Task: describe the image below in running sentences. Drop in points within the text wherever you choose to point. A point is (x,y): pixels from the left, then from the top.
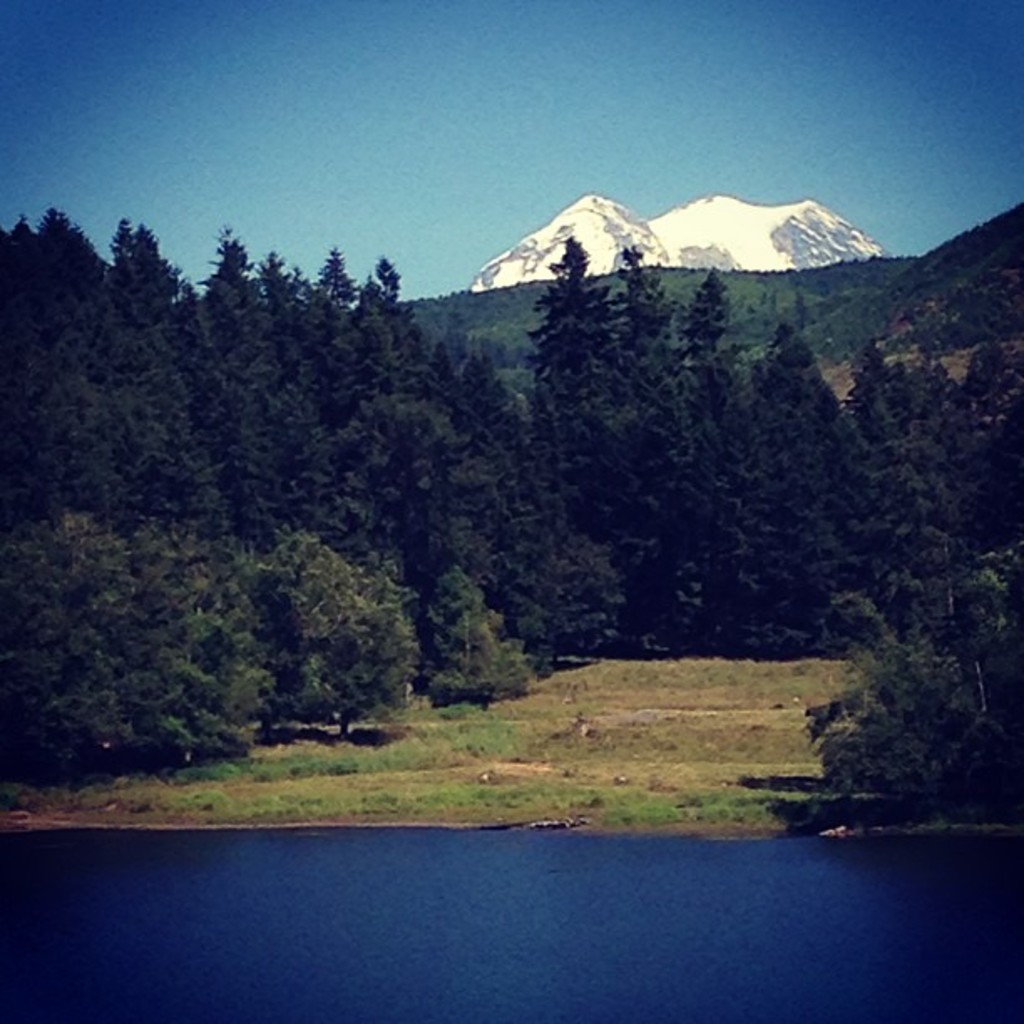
In this image I can see the water (473,889), the ground (606,775), some grass (331,777) on the ground (460,780) and few trees (348,506) which are green in color. In the background (919,351) I can see few mountains (738,305), some snow (638,233) on the mountains (768,226) and the sky (401,140).
